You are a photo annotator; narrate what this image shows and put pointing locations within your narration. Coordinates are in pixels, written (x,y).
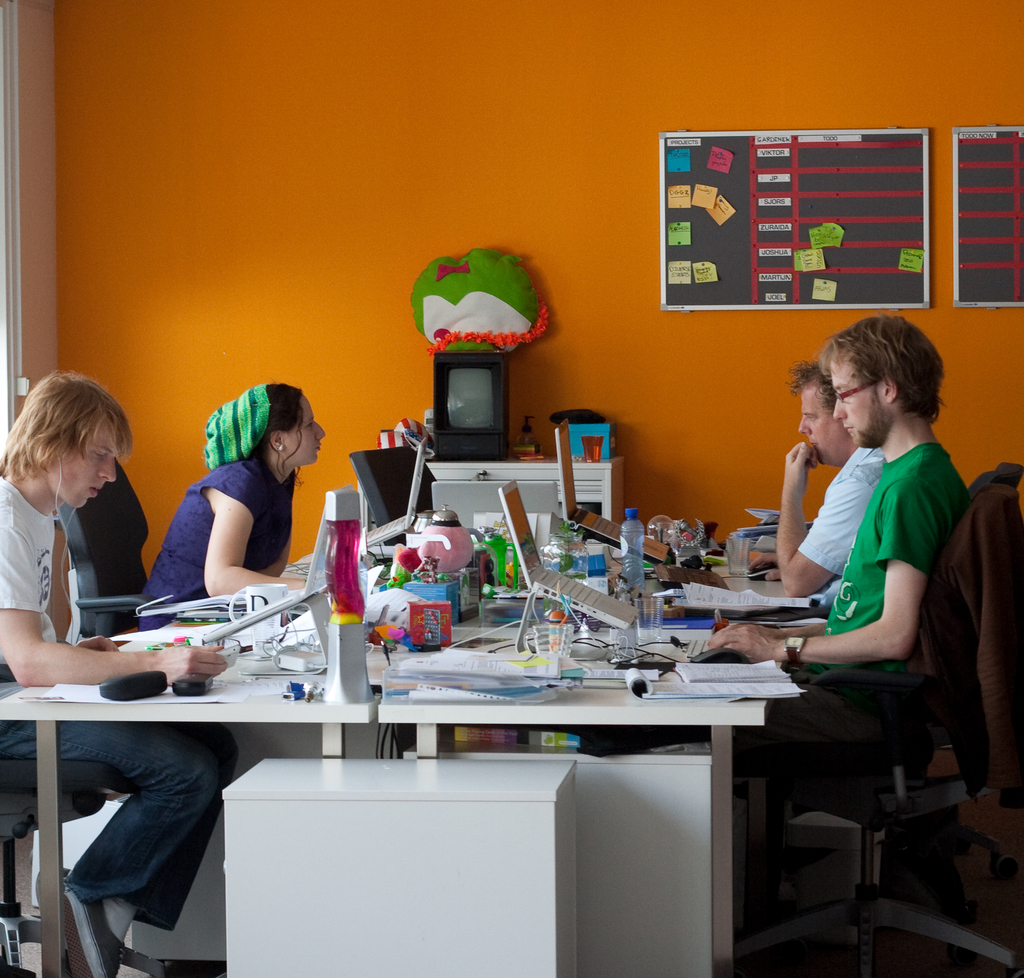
In this image we can see there are four people (727,637) sit on their chairs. In between them there is a table (234,678). On the table (216,675) there monitors (606,533), keyboard (574,581), mouse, bottle (637,561), glass (743,553) and some other objects (415,634) placed on it, back of this table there is another table (551,467) and there is stuff (523,441) on it. In the background (525,396) there is a wall (645,168) and some boards (797,184) hanging to it.
